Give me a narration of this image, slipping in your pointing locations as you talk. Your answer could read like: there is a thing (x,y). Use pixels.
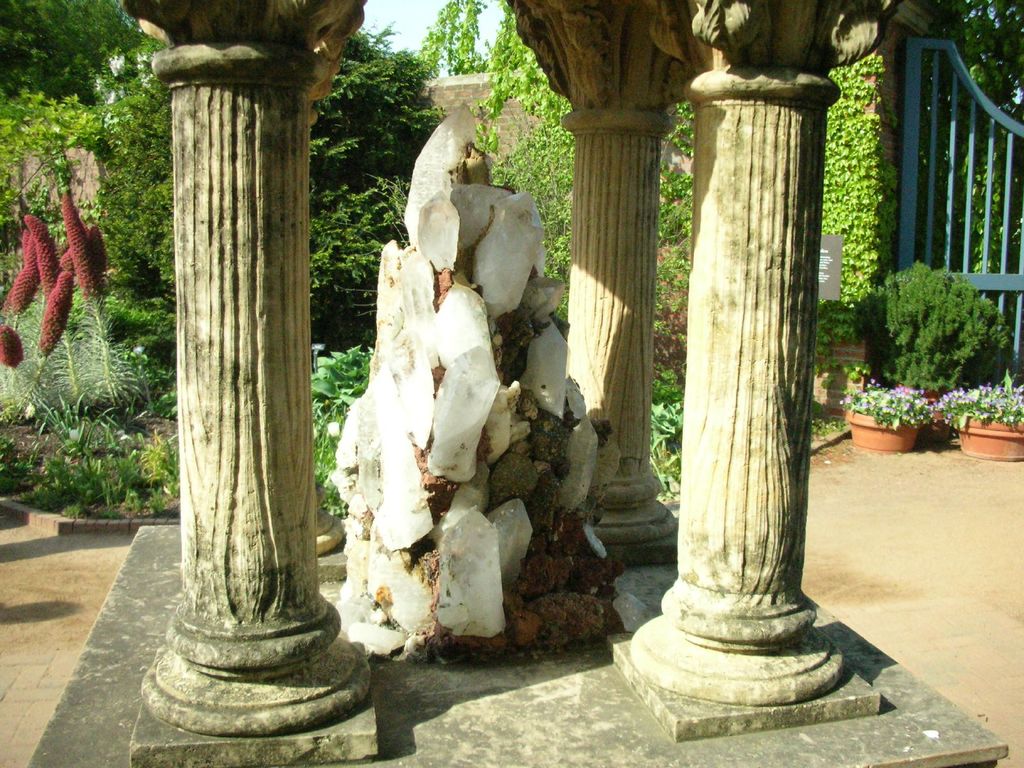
In the center of the image (412,477) there is a stone structure (423,442). There are pillars (217,41). In the background of the image (168,453) there are plants (151,446), trees (334,176). To the right side of the image (911,61) there is gate (911,61). At the bottom of the image (936,570) there is floor (889,584).
